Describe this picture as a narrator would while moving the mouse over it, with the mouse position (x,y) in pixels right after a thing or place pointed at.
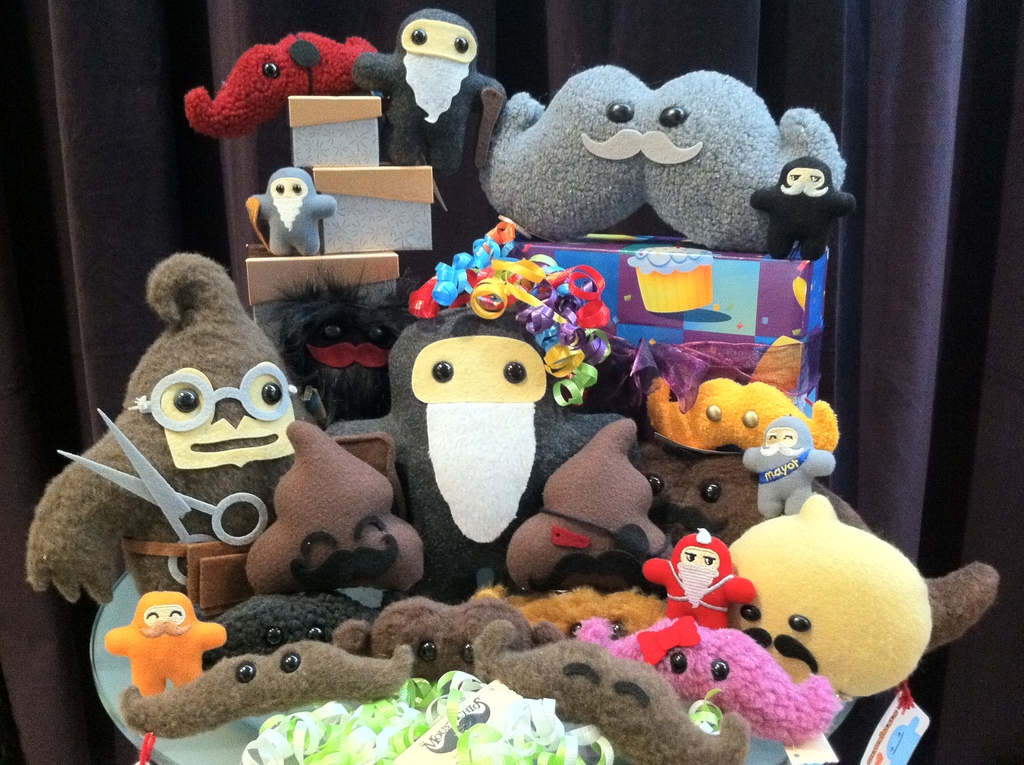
In this image we can see toys (460,405), boxes (423,202) and ribbons (571,750) on a platform (231,739). In the background (447,202) we can see a curtain (447,202).
